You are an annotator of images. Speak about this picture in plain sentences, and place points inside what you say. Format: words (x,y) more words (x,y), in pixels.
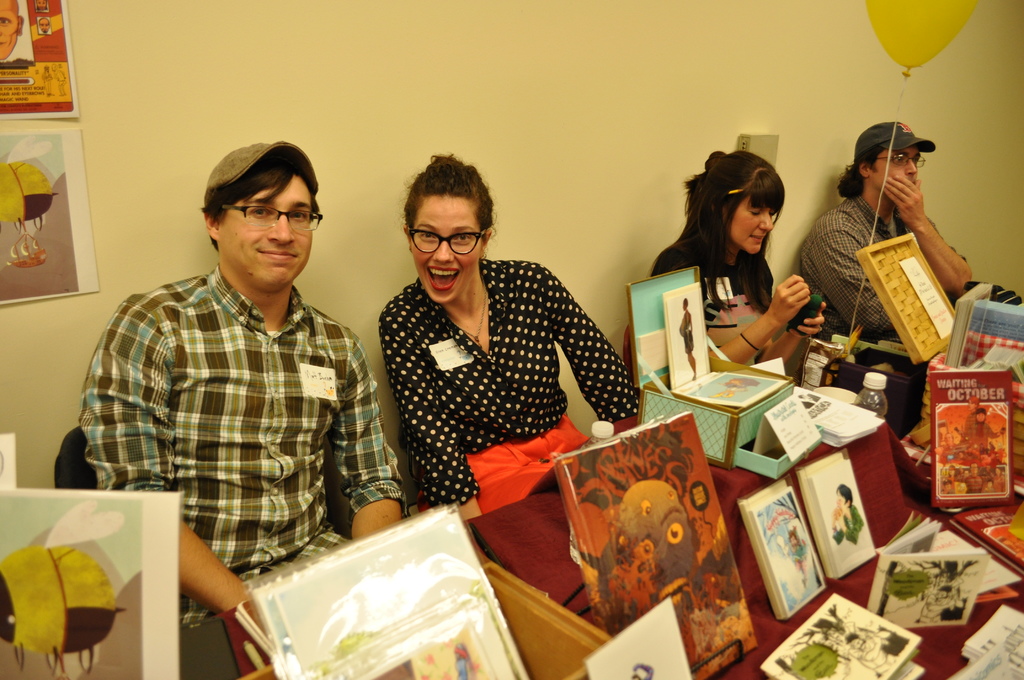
There are people (517,464) and this woman (776,360) holding an object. We can see bottles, books (688,604), papers (867,431), thread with balloon (920,41) and objects (931,292) on the table (678,614), behind these people (232,169) we can see posters (30,47) on the wall (670,83).
